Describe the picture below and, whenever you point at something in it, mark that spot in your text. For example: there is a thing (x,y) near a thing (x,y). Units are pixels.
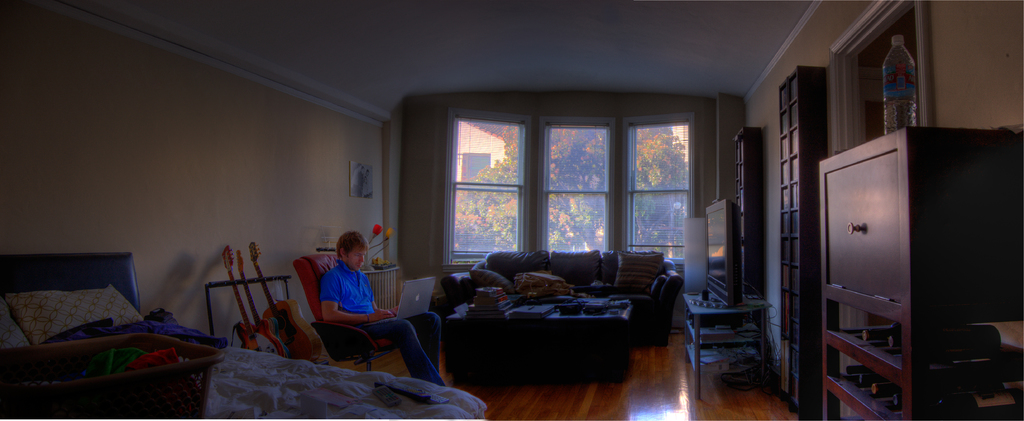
in this image i can see a basket (126,375) at the left (144,380) which is placed on the bed (280,373). behind that there are three guitars (264,332). behind guitars (291,325) there is a person (356,304) operating the laptop (400,305) sitting on a red colored chair (305,288). behind him there is a table (544,322) and a sofa (612,261) at the center of the room (618,276). behind the sofa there are windows (587,187) and at the right (896,78) there is a water bottle (897,91).
